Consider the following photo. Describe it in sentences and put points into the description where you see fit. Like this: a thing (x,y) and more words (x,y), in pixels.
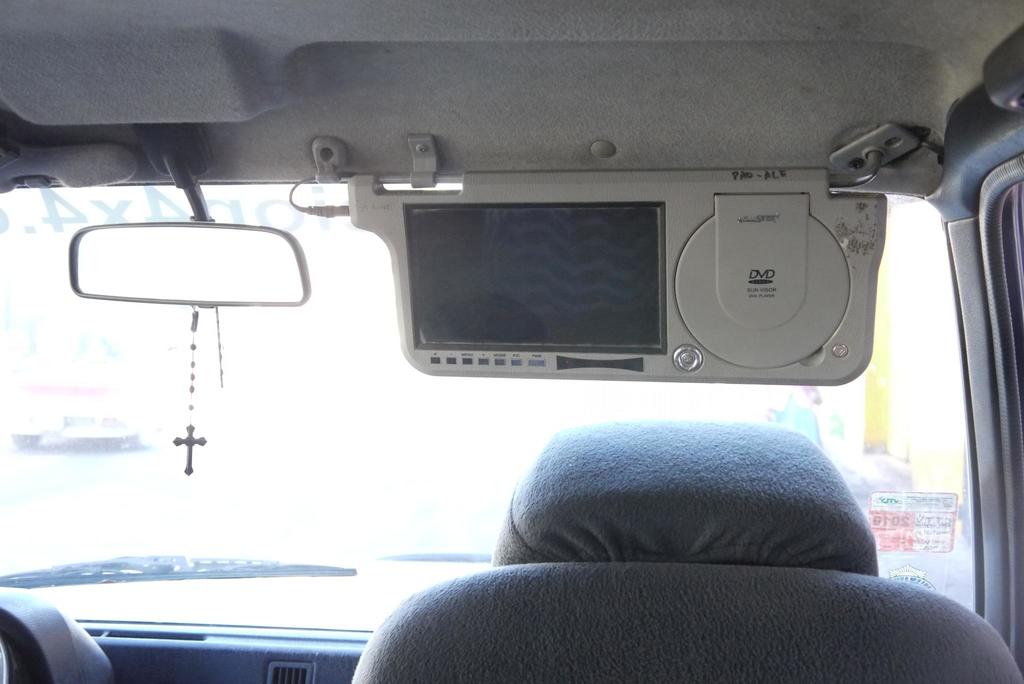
In this image I can see a mirror (243,292), a screen (440,287) and a seat (541,580), and I can see white color background (346,435).
